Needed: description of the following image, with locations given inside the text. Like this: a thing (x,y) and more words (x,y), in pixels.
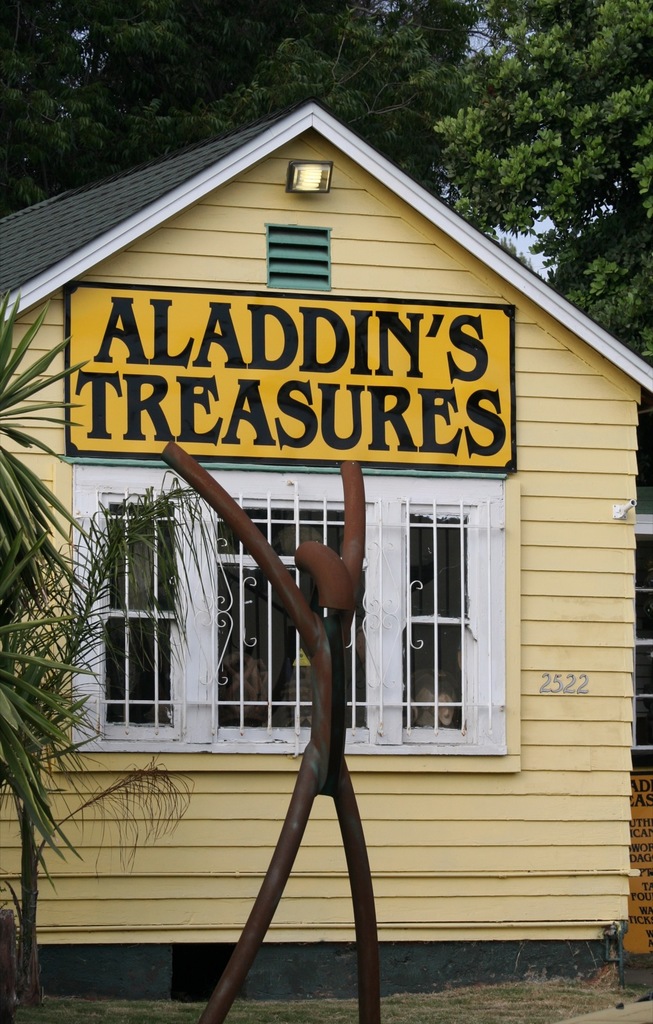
In this image we can see a house (392,761). There are few boards (412,404) in the image. We can see some text (353,402) on the boards (425,357). There are few trees (649,196) and plants (39,716) in the image.
